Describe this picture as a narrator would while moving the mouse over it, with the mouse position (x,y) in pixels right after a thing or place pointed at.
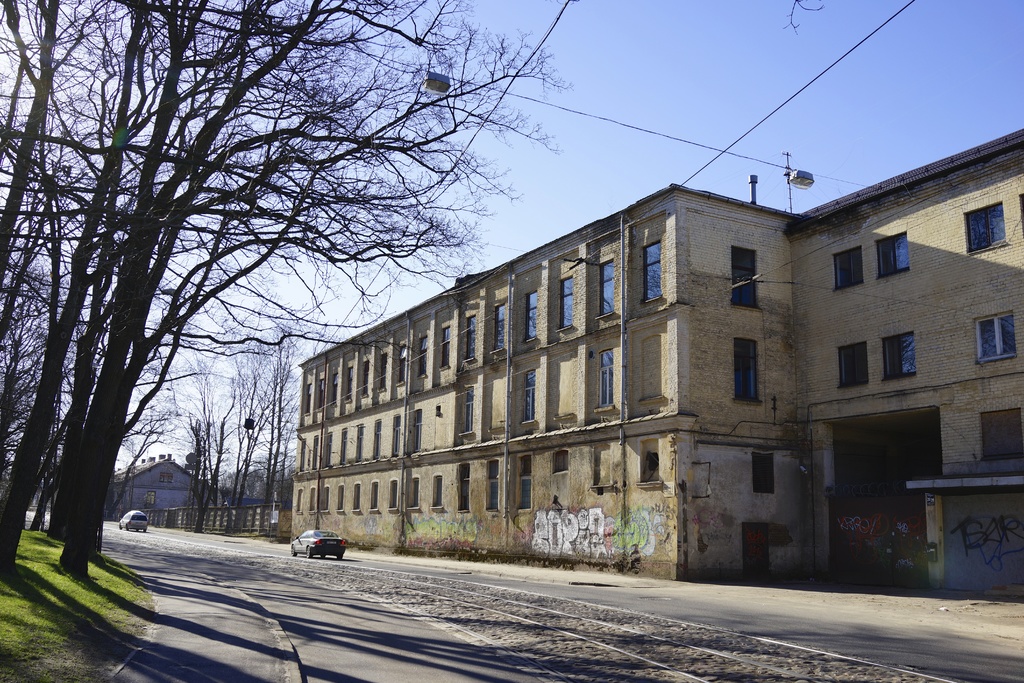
In this image, there is an outside view. There are some trees (126,387) on the left side of the image (80,405). There is a building (489,444) in the middle of the image (450,445). There are cars (312,540) in the bottom left of the image (136,520). There is a sky (628,173) at the top of the image (671,85).
